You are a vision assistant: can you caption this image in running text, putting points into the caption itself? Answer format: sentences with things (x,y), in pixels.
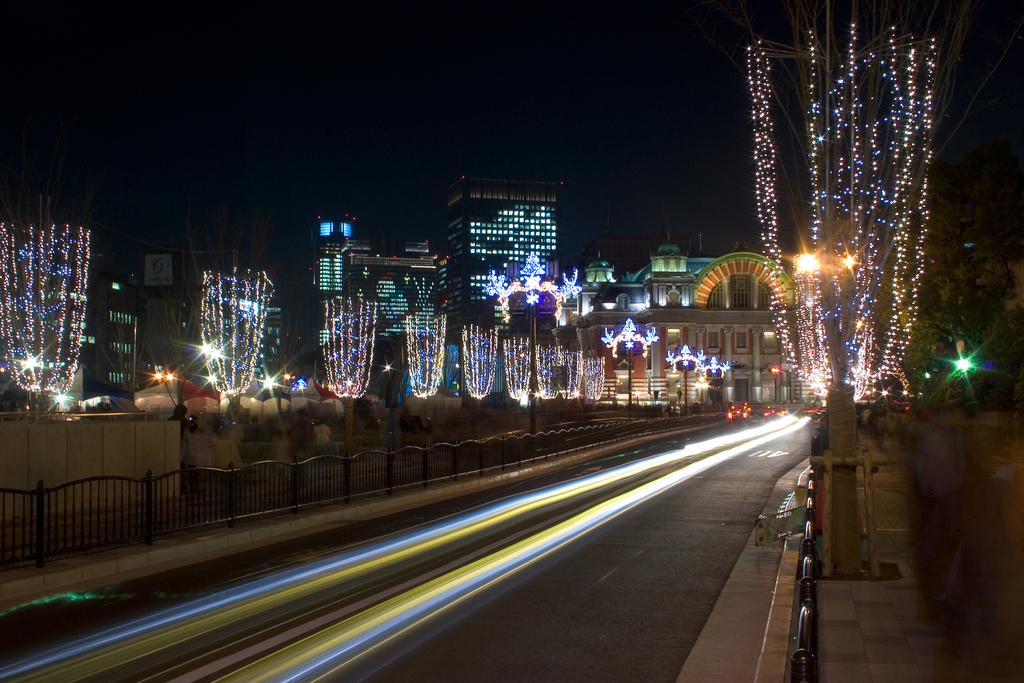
In this image there is a road (503,586), there are vehicles (741,420) on the road (714,431), on the either side of the road (626,461) there is pavement (756,559) with metal fence (619,426), in the background of the image (723,323) there are buildings (488,265) decorated with lights (426,327).
